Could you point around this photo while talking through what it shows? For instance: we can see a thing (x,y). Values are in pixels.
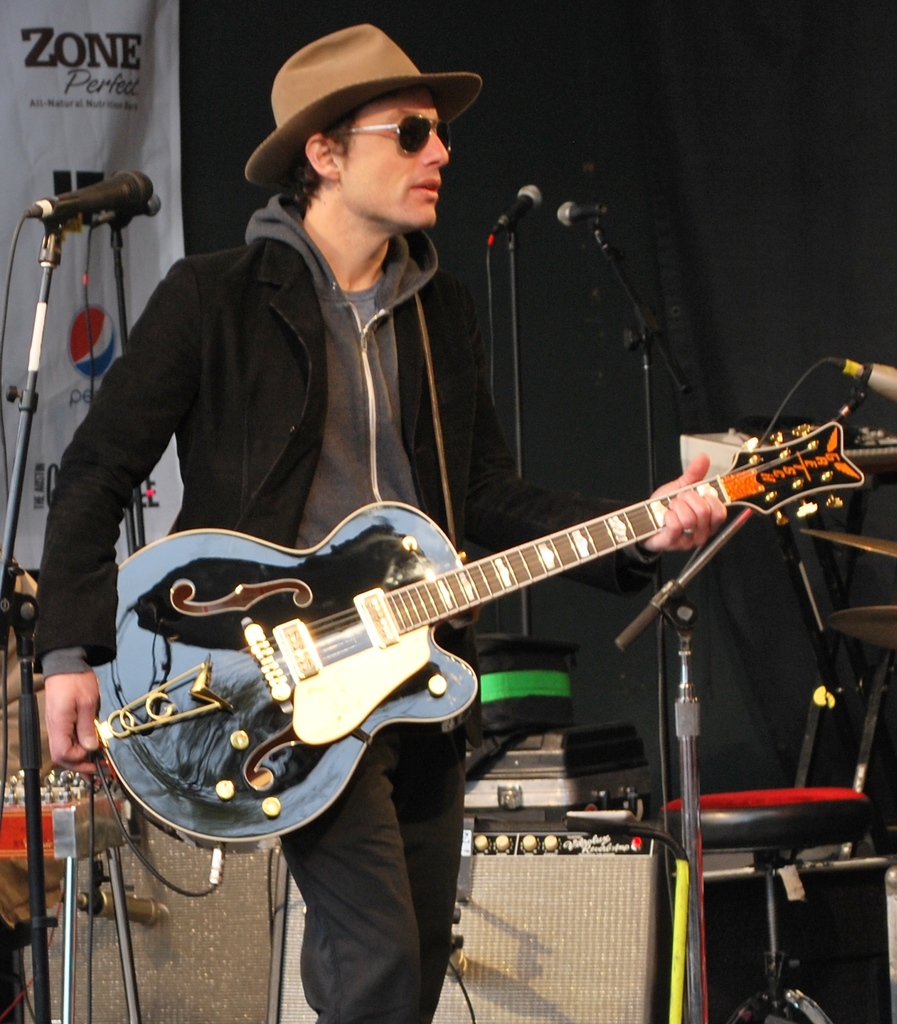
In the image there is a man (362,156) with goggles (387,128) and a hat (341,99) on his head (368,141). And holding a guitar (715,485) in his hand (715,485). Behind him there are few stands (647,344) with mics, speakers (646,845), chairs (729,823) and some other things (487,787). In the background (79,69) there is a banner (103,304) and also there is a black cloth (754,240).
